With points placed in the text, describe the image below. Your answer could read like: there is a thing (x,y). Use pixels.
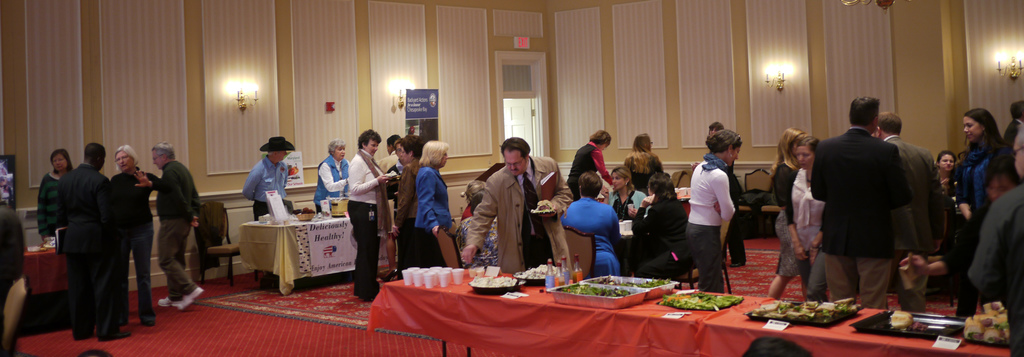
In this image i can see few persons (553,246) some are sitting and some are standing there are few glasses (461,267), bottles (561,274), food (587,293) and board (678,313) on a table (710,327) at the back ground (525,76) i can see a wall (392,31), a light (402,91) and a banner (418,101).
